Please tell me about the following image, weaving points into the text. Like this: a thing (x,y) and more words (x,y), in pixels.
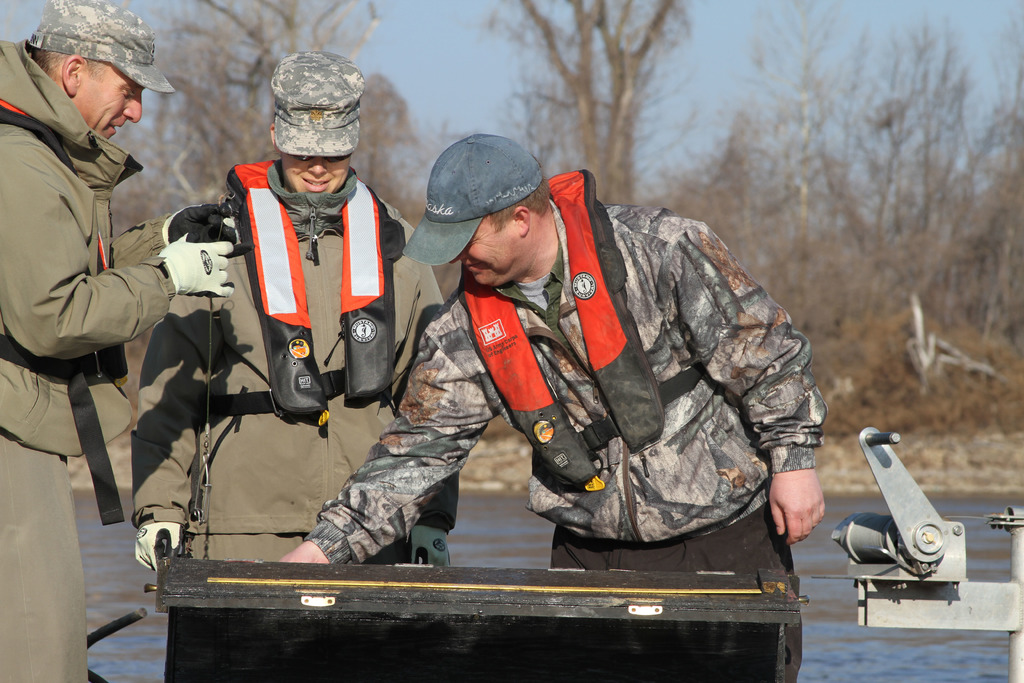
In this picture we can see three men (582,306), they wore caps (319,104), behind them we can see water (799,544) and few trees (600,167).
